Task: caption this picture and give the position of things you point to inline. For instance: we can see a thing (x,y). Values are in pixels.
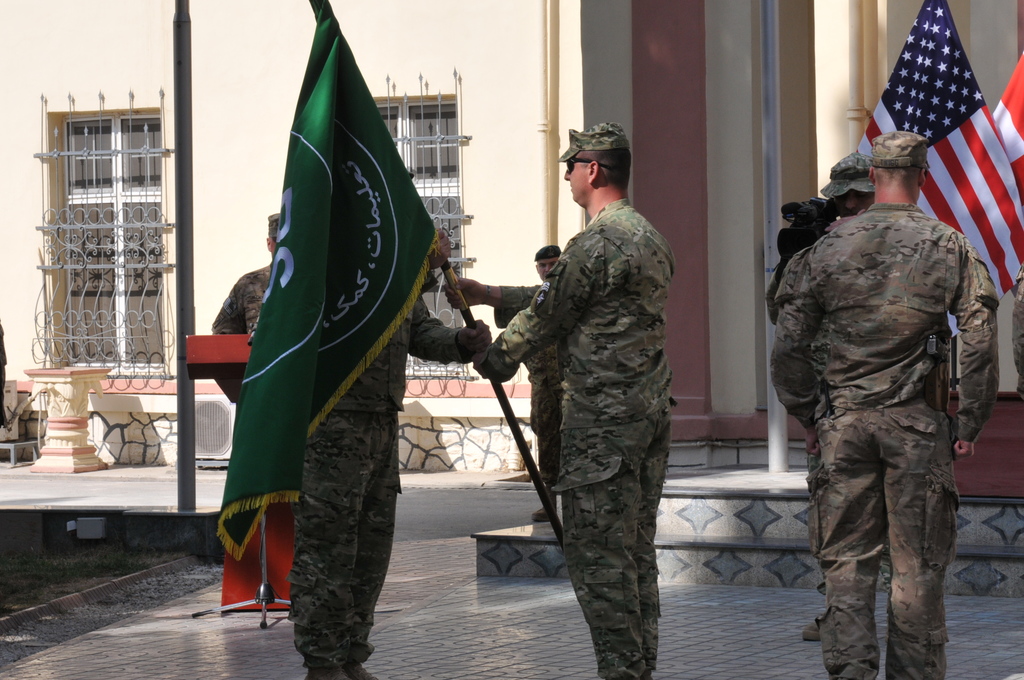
In this image I can see few people (595,274) are standing and I can see all of them are wearing uniforms (614,379). In the centre (348,433) I can see two of them are holding a green colour flag (356,296). On the right side of this image (867,162) I can see one person (843,215) is holding a camera (802,232) and I can also see few poles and two flags (945,137). On the left side of this image (247,603) I can see a podium (283,556), a stand (267,572) and in the background (533,133) I can see a building (511,105).
